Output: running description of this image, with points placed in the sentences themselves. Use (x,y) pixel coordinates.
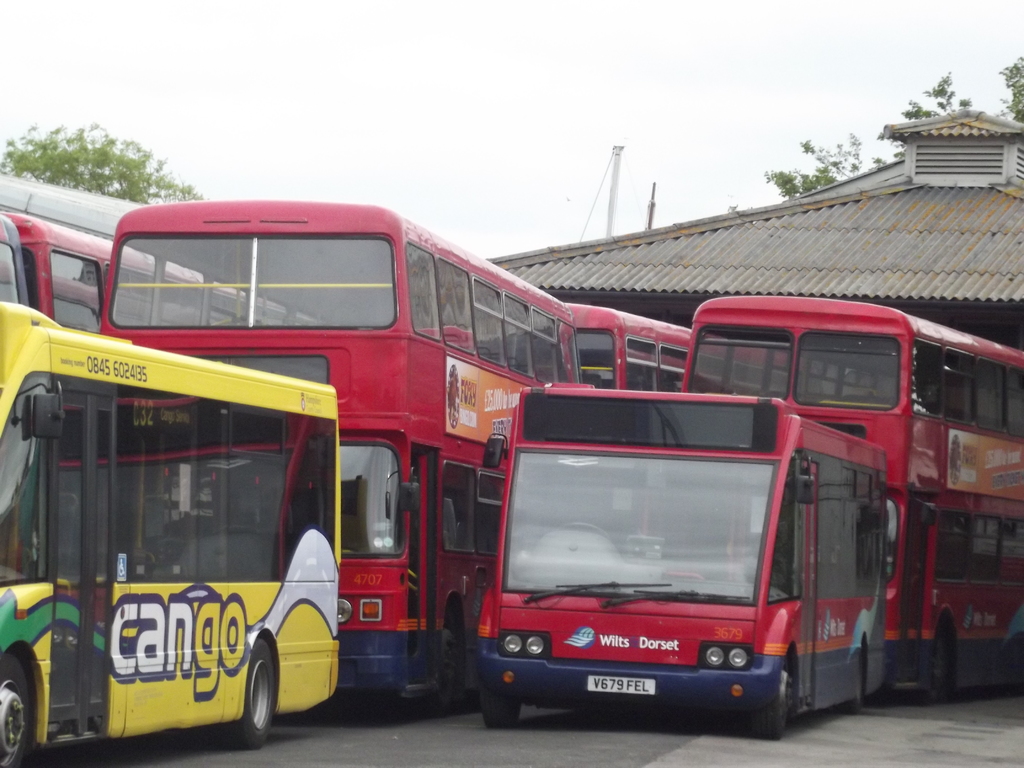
In this picture there are buses (639,666) and there is text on the buses (596,475). At the back (980,214) there is a building (980,214) and there are trees (810,179) and poles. At the top (557,172) there is sky (360,146). At the bottom (998,744) there is a road (793,714).
